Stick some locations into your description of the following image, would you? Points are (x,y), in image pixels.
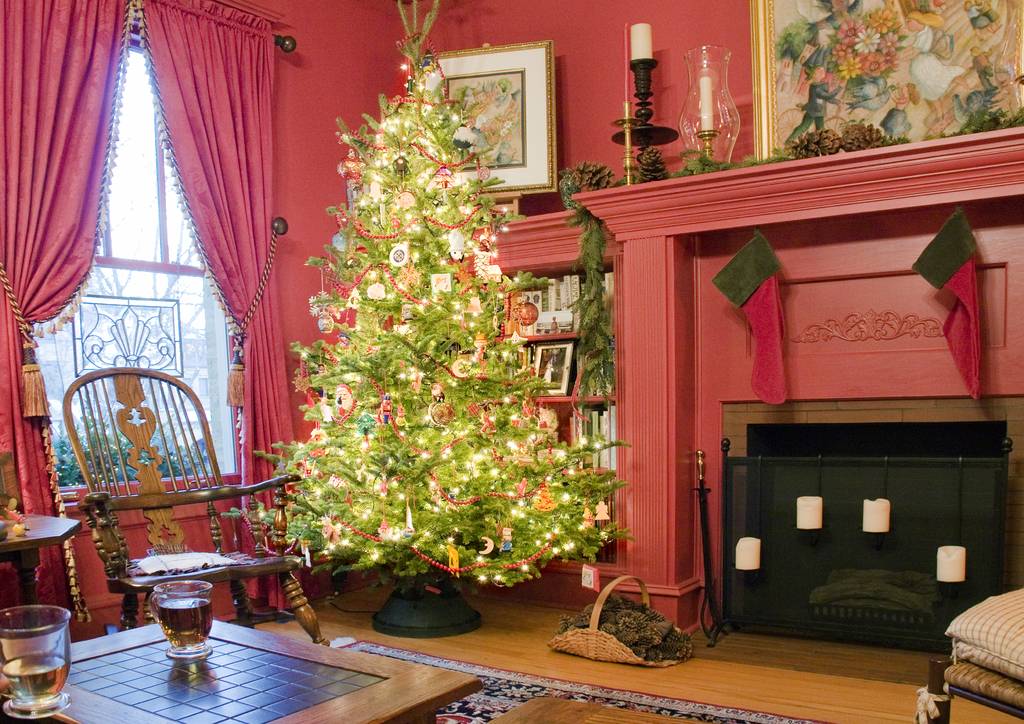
This picture shows a christmas tree (298,391) and a chair (194,435) and photo frames (778,108) on the wall (322,227) and we see curtains (8,297) to the window (185,369) and a couple of tea cups (60,659) on the table (58,722) and we see a carpet (682,718) and a fireplace (885,600).
